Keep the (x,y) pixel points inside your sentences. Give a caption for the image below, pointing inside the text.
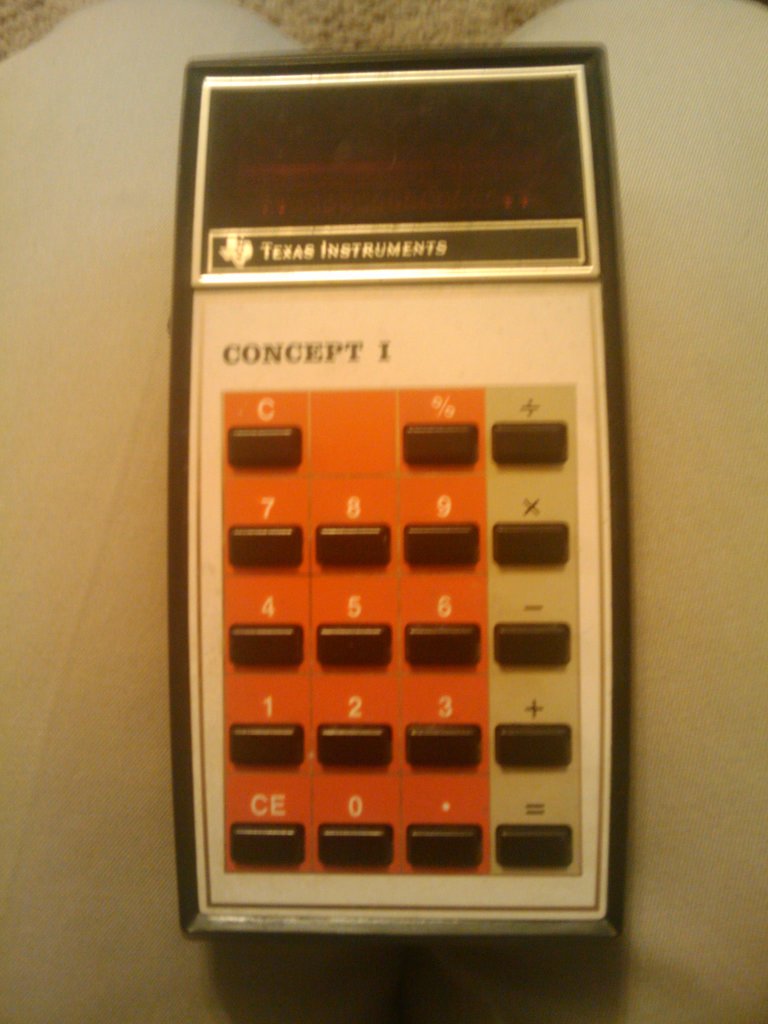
This looks like a calculator (331,441) with buttons (461,538) and the display (547,114) of it. This calculator (359,219) is placed on a person's lap (685,705), which is light in color.
